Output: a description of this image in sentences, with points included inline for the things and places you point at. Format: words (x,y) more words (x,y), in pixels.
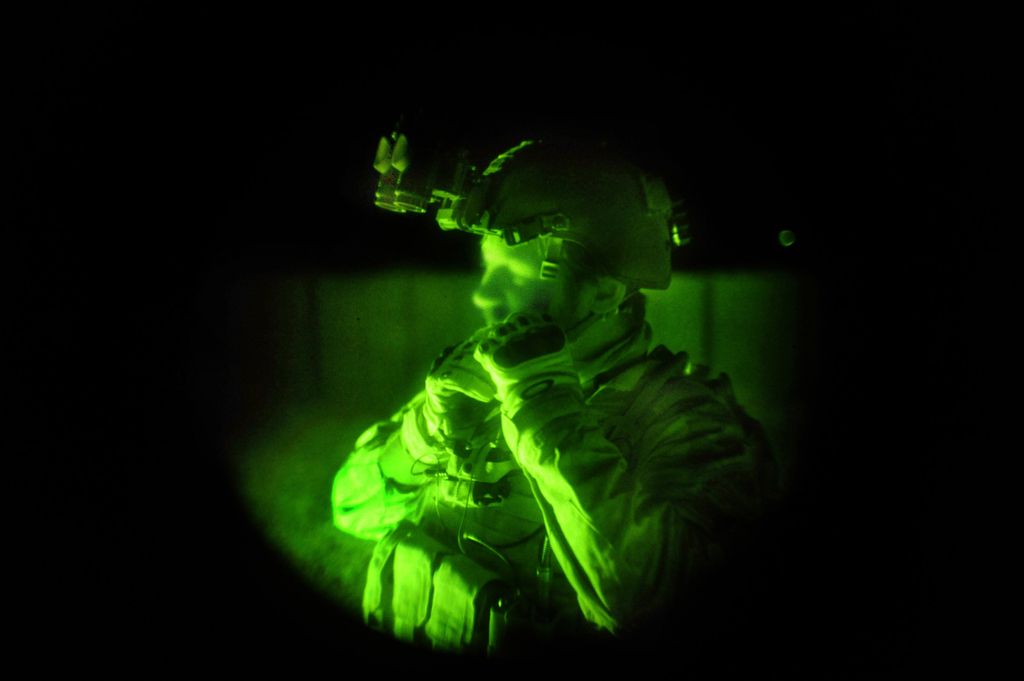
In this image, we can see a person (662,397) wearing clothes (451,531) and helmet (587,194).
